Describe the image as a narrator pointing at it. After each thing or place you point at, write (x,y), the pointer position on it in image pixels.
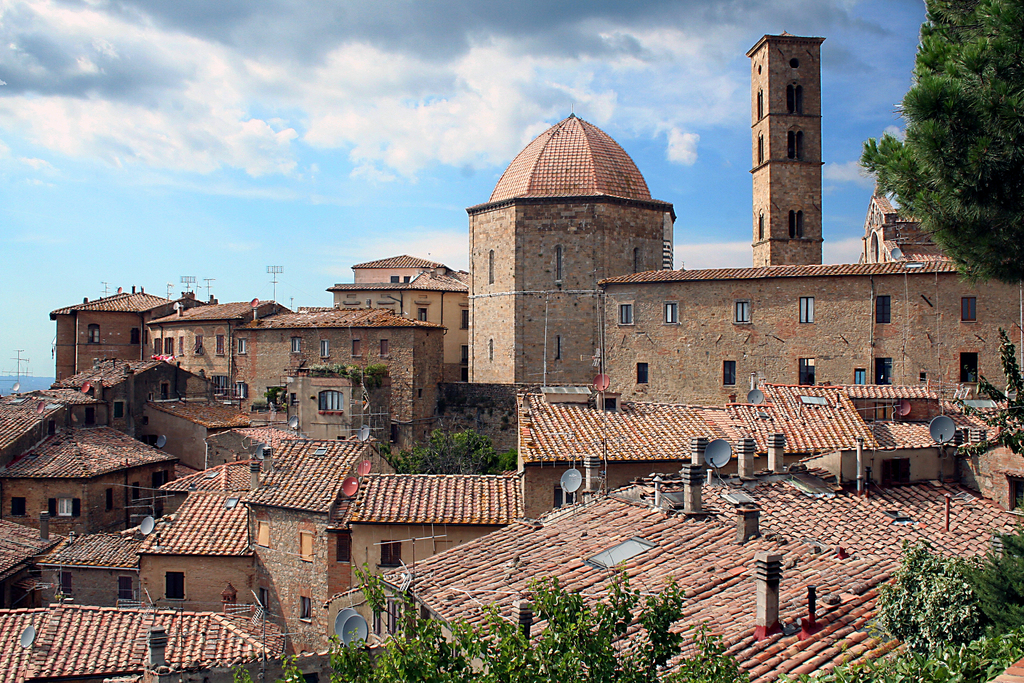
In this image I can see many houses (539,439) with windows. I can see some antennas (579,479) on the roofs (651,451) of the houses (694,445). I can see many trees (952,173) to the right (975,152). In the background (98,36) I can see the clouds (191,103) and the sky (212,203).
